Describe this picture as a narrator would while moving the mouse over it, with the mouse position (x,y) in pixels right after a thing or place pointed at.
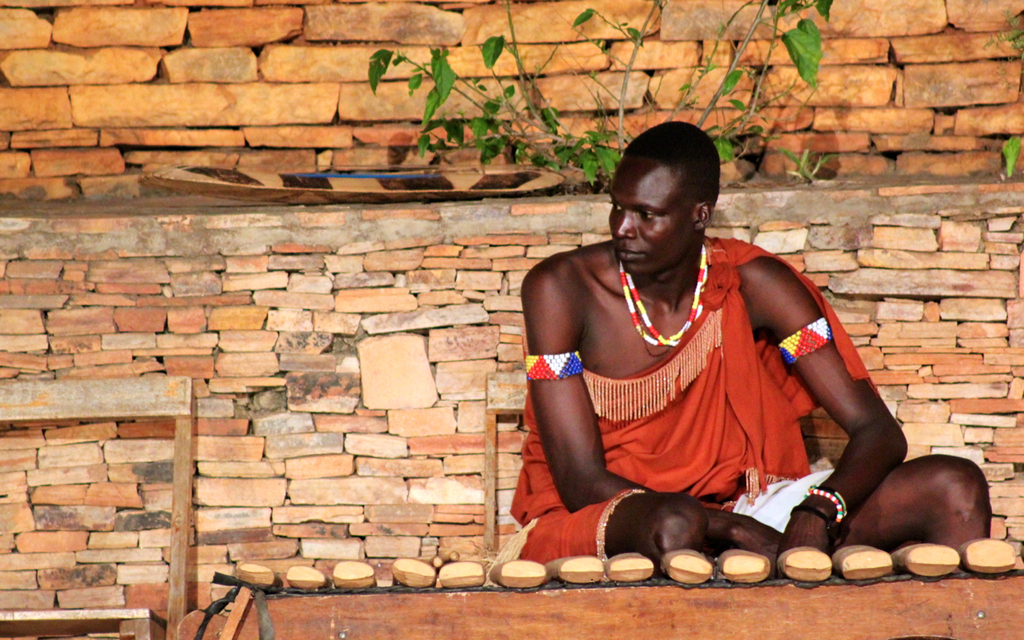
In this picture, we see a man (741,312) in the red costume (728,301) is sitting on the chair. In front of him, we see the wooden sticks (474,563). These sticks (527,581) might be the sandalwoods (448,580). On the left side (80,408), we see a wooden chair (56,413) or a bench (101,617). In the background (221,319), we see a wall (354,73) which is made up of stones (923,224). We even see a plant (596,148) or a tree (572,139).
